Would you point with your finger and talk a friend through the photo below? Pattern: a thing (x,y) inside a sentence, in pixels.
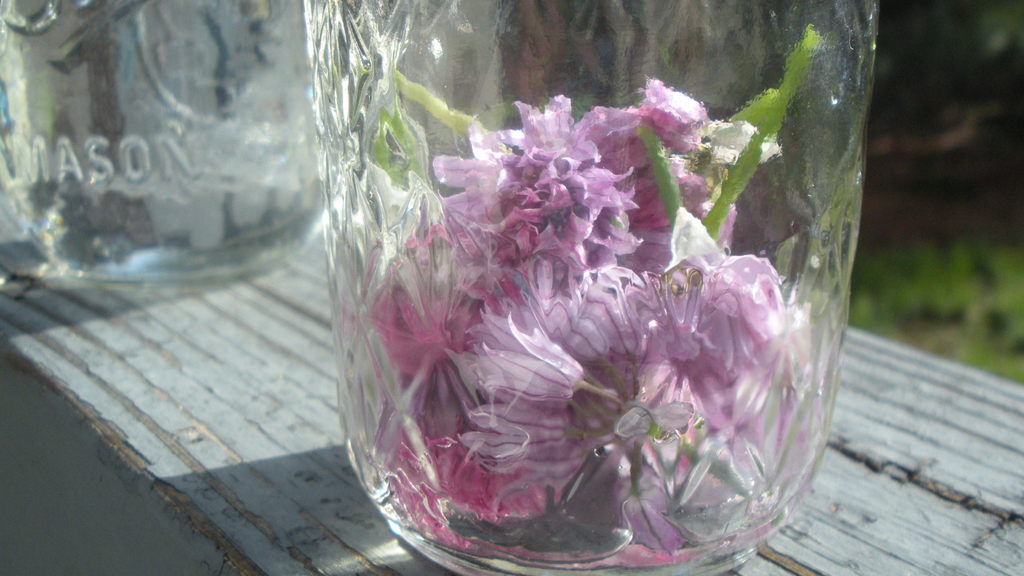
In this image we can see glass objects (350,392) on a wooden surface (209,400). Inside the glass object (741,227) there are flowers (602,233). In the background (959,257) it is blur.
